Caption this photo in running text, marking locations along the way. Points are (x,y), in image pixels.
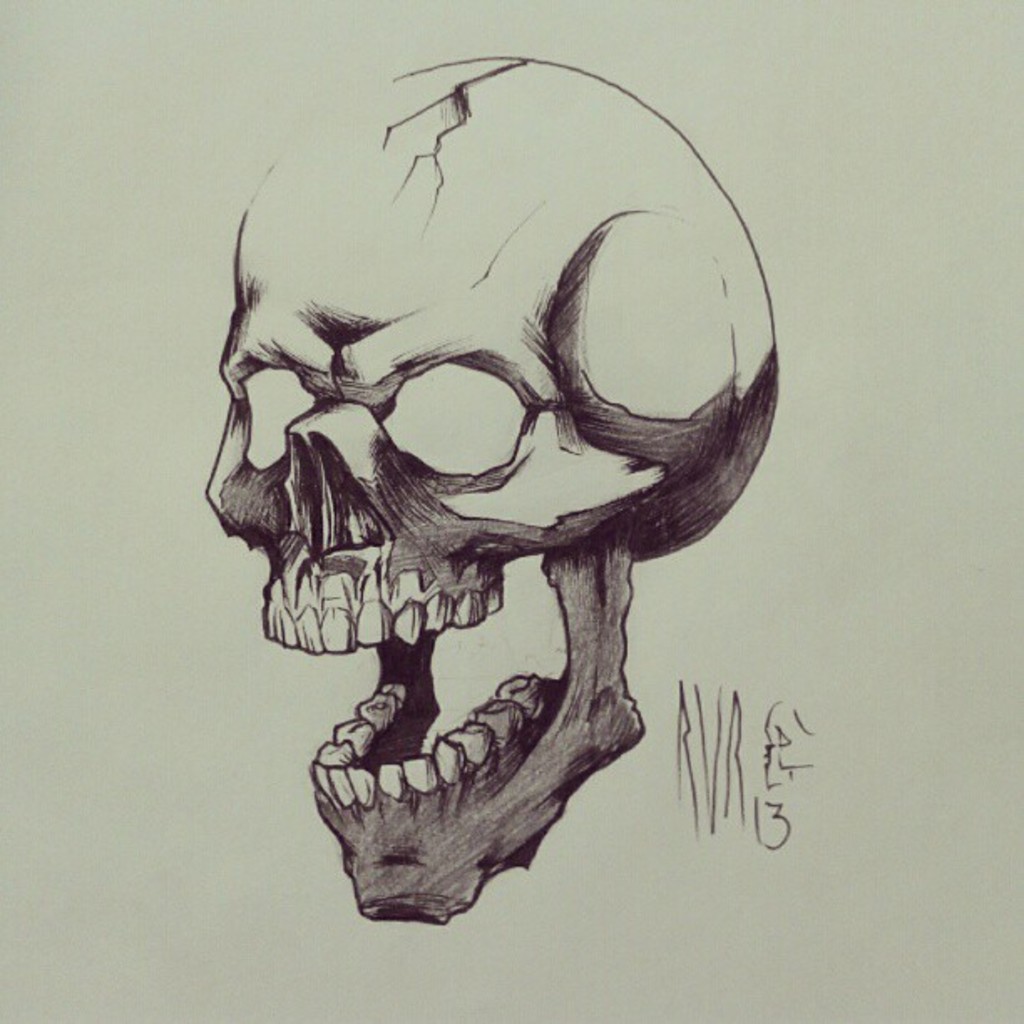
In this image we can see a drawing (404,473) of a skull (314,789) with group of teeth (329,645) attached to it.
